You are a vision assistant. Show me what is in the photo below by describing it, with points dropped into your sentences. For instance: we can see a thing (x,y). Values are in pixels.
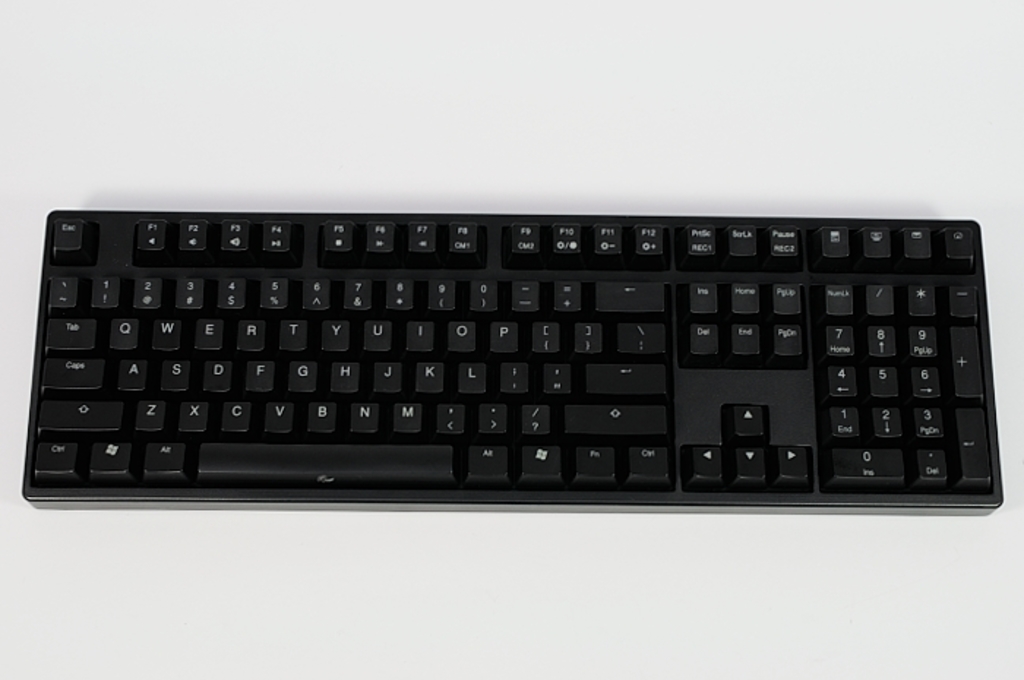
In this image we can see a keyboard (555,333).
